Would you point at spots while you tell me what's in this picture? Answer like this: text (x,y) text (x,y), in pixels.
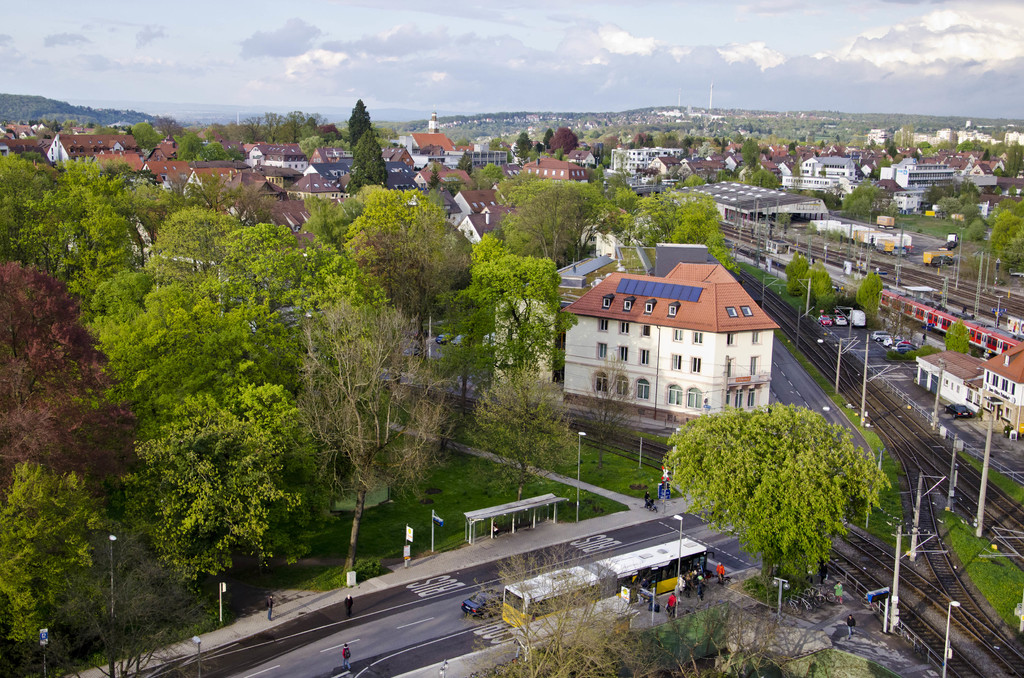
In this picture we can see so many buildings (595,242), some vehicles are moving on the road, railway track (1001,495) and some trees (472,293). This picture is taken from top view.
